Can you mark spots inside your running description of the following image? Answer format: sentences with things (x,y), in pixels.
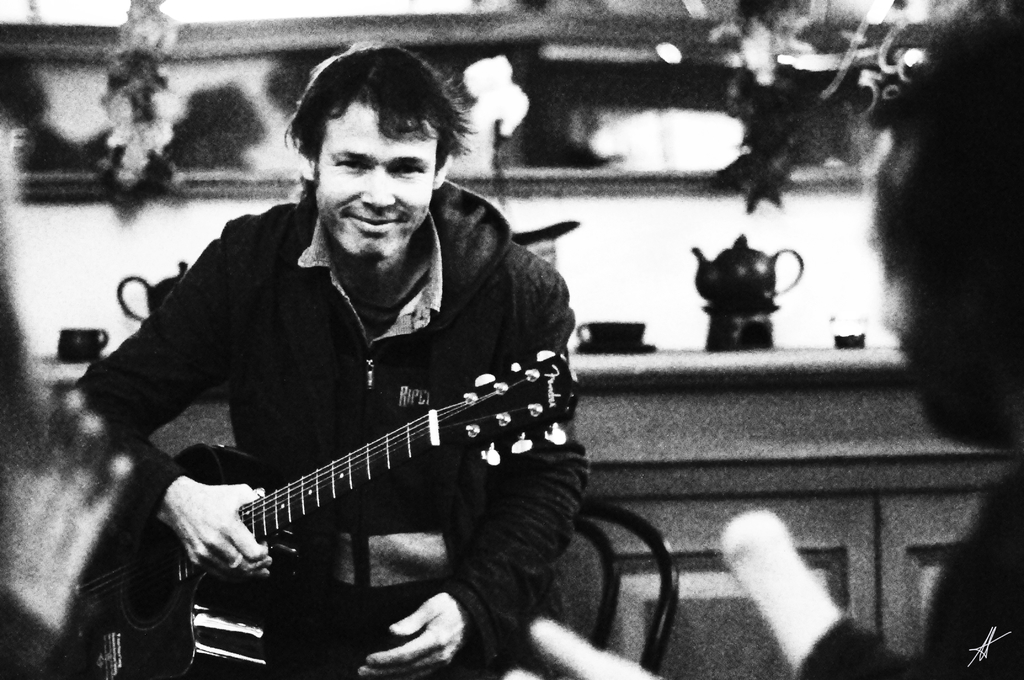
In this image there is a person (367,340) wearing black color jacket (385,372) holding guitar (346,483) in his hands (182,486) and at the background of the image (765,310) there is a cup (610,343), tea kettle (713,294) on top of the table (806,385).
